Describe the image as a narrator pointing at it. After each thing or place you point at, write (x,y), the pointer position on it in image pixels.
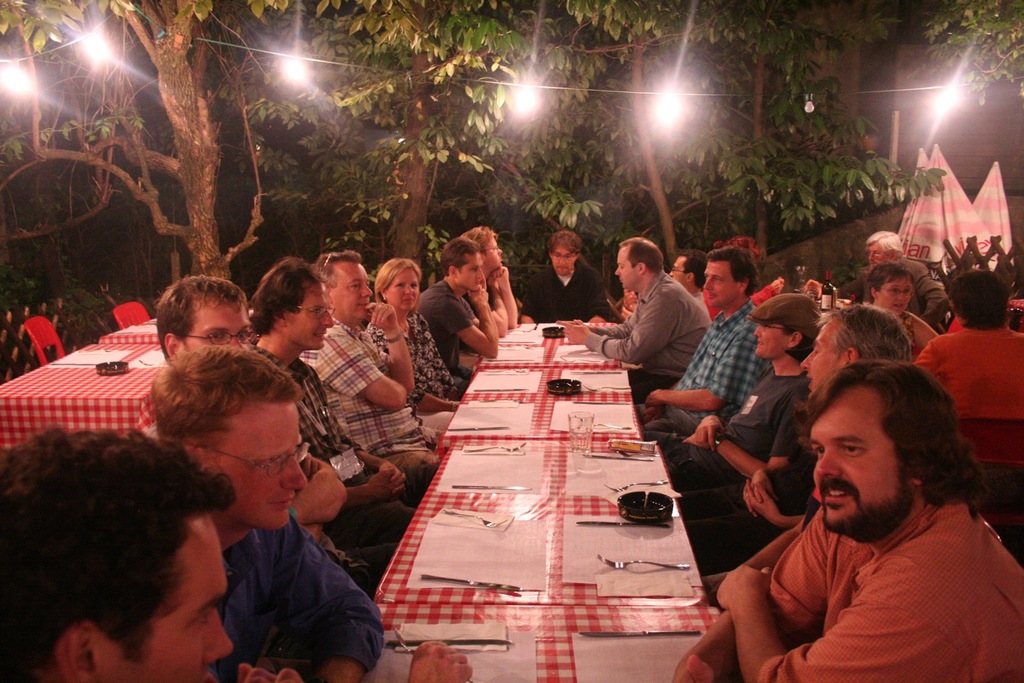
Here we can see a group of people (366,288) are sitting on the chair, and in front her is the table (560,523), and papers (592,544) on it and some objects (577,384) on it, and here there is the tree (379,216), and here there are lights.
